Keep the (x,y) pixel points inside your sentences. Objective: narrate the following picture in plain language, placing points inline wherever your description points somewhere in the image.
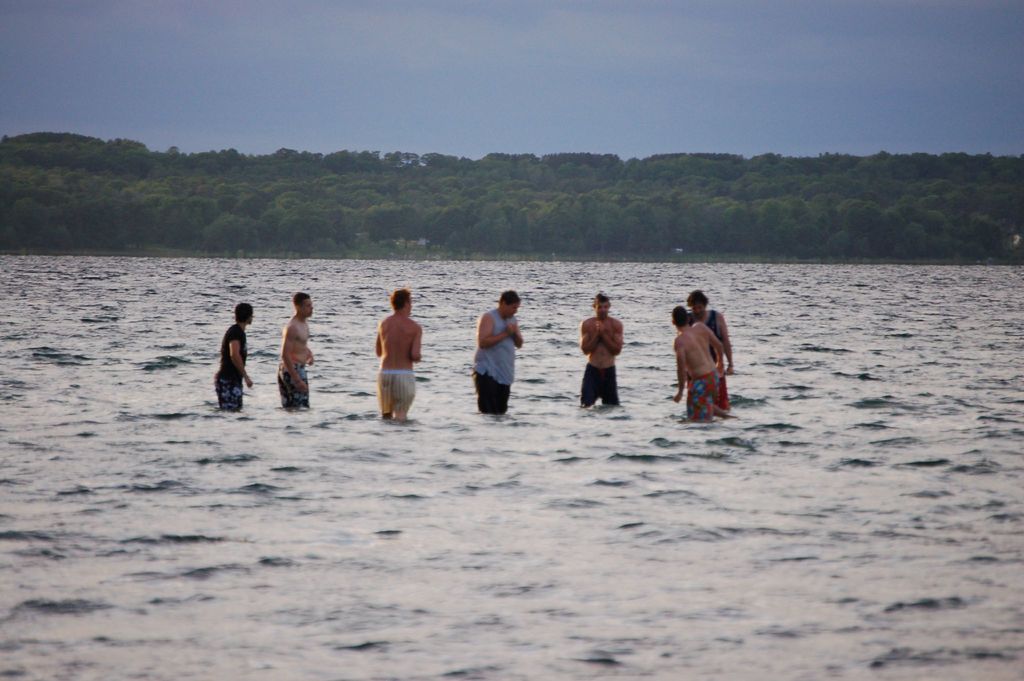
In this image we can see few people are standing in the water (434,466). In the background (501,246) there are trees (604,209) and sky (513,125).
